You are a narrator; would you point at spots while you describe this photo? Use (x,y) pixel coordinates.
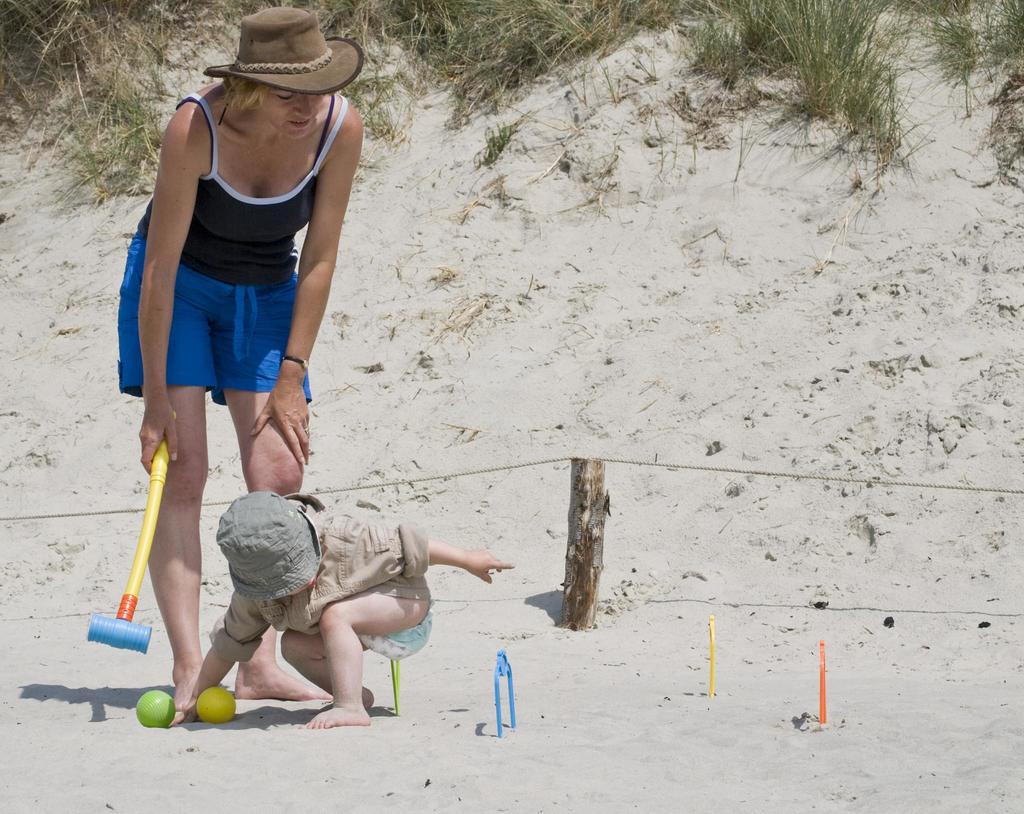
In the image in the center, we can see one woman (225,218) and one kid (274,492) sitting and they are holding some objects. And we can see balls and some toys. In the background (339,422) we can see the grass (550,63), sand (571,75) and the fence (492,468).
